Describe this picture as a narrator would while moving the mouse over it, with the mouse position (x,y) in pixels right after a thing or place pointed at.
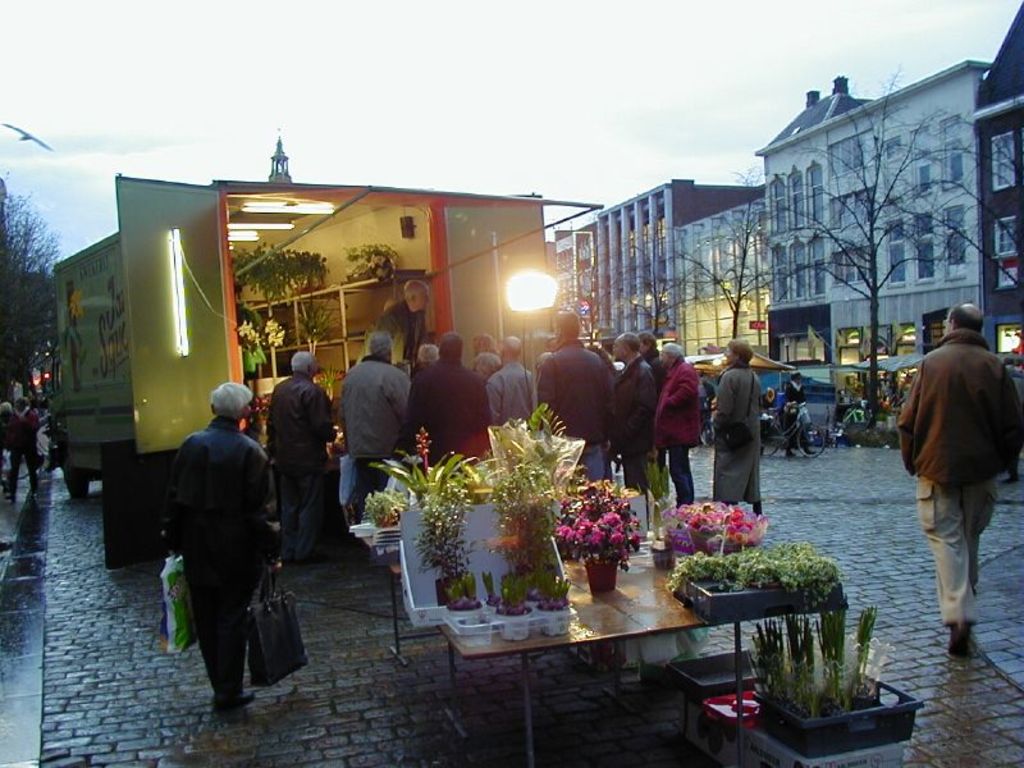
In this image, we can see a few people (641,349) and buildings (823,189). We can see a bicycle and the ground (842,540) with some objects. We can also see a container (331,204) with some text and objects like lights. We can also see some shelves (328,293) with objects (325,383). There are a few tables (679,592) with objects (449,576) like plants (504,521) with flowers (605,524). We can also see some trees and the sky (490,157).
